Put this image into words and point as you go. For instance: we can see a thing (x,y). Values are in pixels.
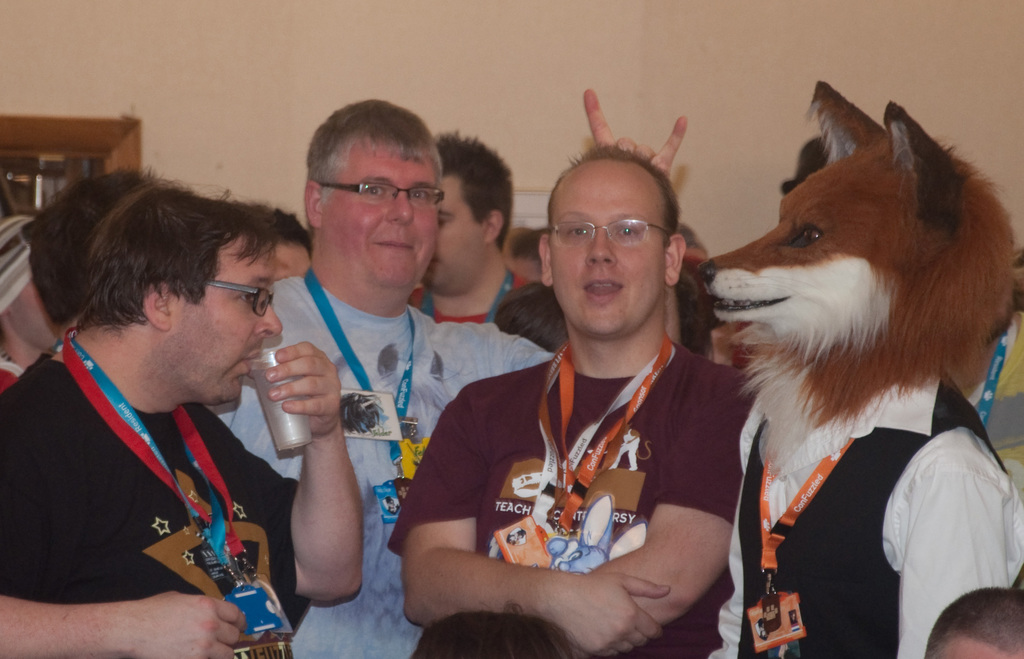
In this image there are a group of men (496,351) standing towards the bottom of the image (828,468), they are wearing an identity cards (423,452), there is a man (217,403) holding a glass (267,398) and drinking, there is a man (830,352) wearing a mask (834,280), at the background of the image (671,82) there is a wall (611,83).
